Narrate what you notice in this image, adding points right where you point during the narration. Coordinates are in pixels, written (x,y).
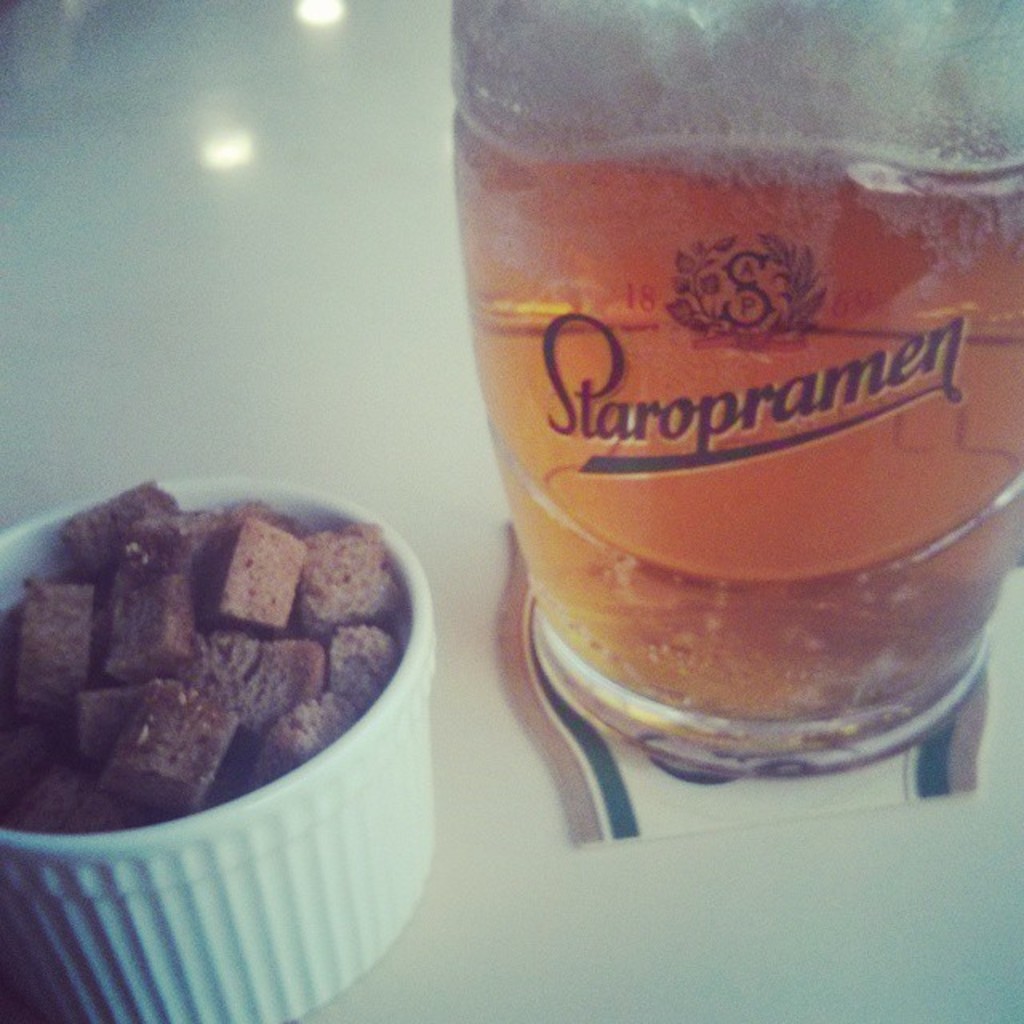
In the picture I can see a glass (927,228) of beer (550,373) on the right side (804,392). I can see the croutons (245,670) in the ceramic bowl (342,740) and it is on the bottom left side (324,836).
